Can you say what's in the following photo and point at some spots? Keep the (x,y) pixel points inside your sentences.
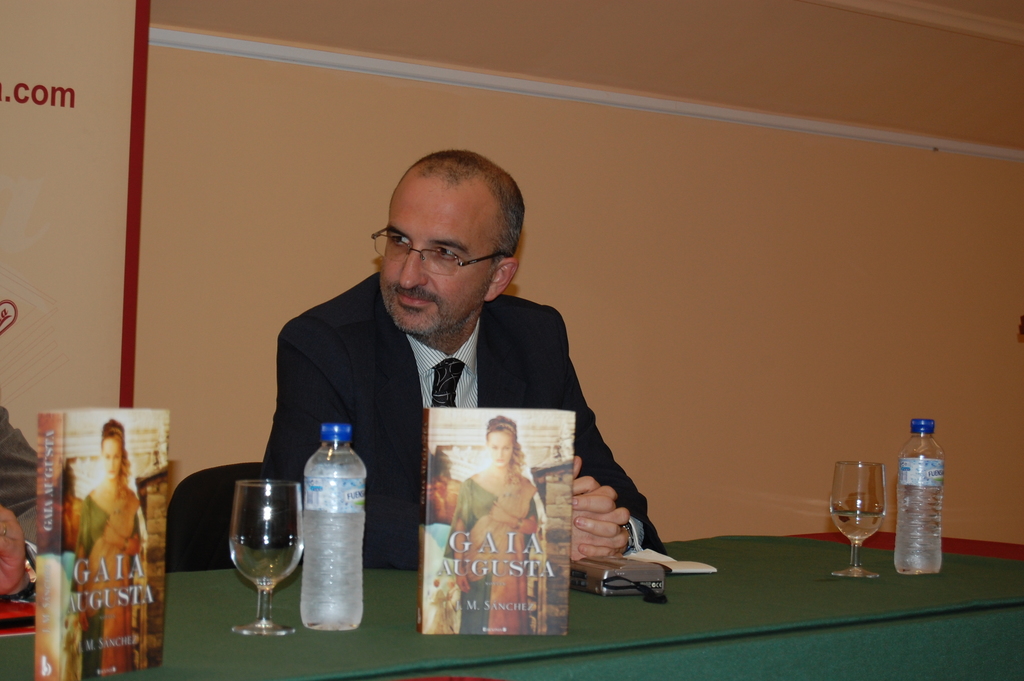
In this image In the middle (387,345) there is a man (356,403) he wear suit (354,373), shirt (460,389) and tie (447,390) and he is sitting on the chair (199,533). In the middle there is a table (697,607) on that there is a glass (854,521), bottle (901,505) and paper (689,570).
